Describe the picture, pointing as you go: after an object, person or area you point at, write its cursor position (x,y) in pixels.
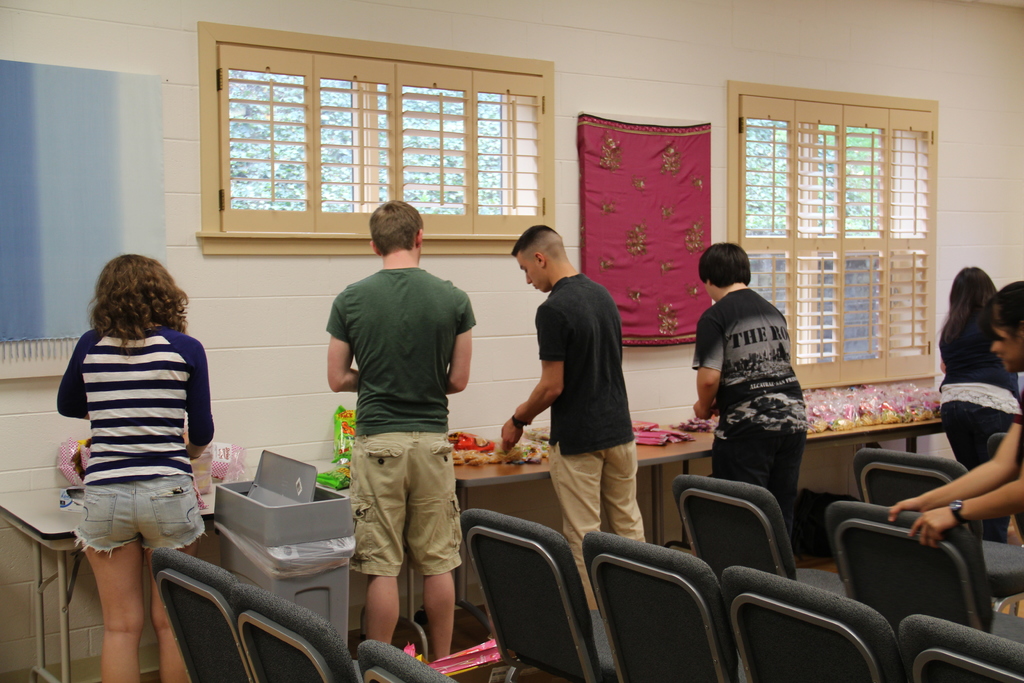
In this picture six people (440,374) standing and they have a table (472,469) in front of them and there is a window (319,88) in the background (395,153).
